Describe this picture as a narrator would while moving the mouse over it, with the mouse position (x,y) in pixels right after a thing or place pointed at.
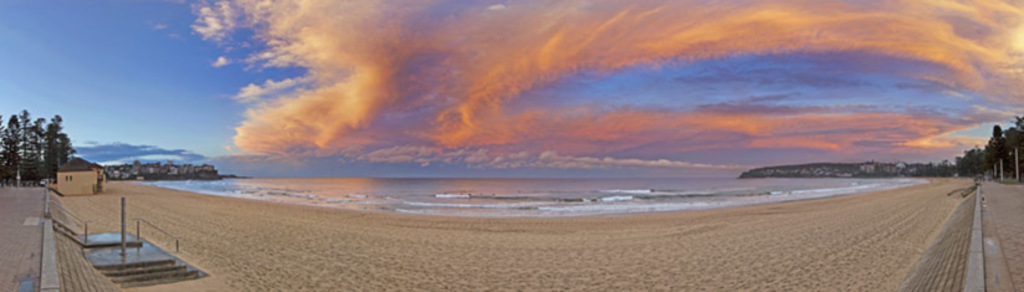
In this picture I can see water (494,198). There are buildings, trees (18,140), and in the background (647,78) there is the sky (601,78).
